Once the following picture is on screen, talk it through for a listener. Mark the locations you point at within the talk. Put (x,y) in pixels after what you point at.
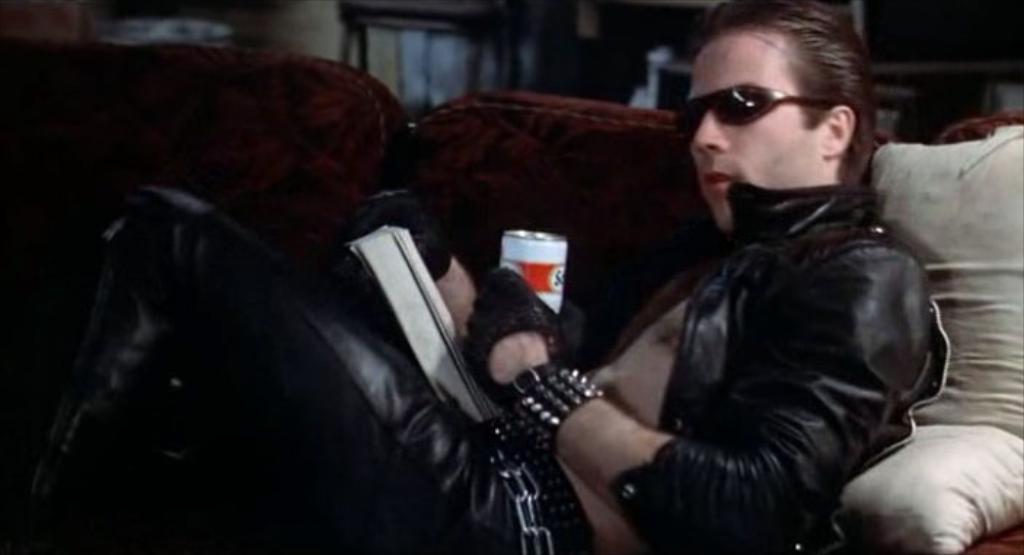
As we can see in the image there is a man (796,223) wearing black color jacket (768,293), goggles (756,92) and sitting on sofa (500,176). The person (839,177) is holding tin (555,263) and book (434,315) in his hands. On the right side (959,335) there is a pillow (957,280) and the background (592,29) is dark.
